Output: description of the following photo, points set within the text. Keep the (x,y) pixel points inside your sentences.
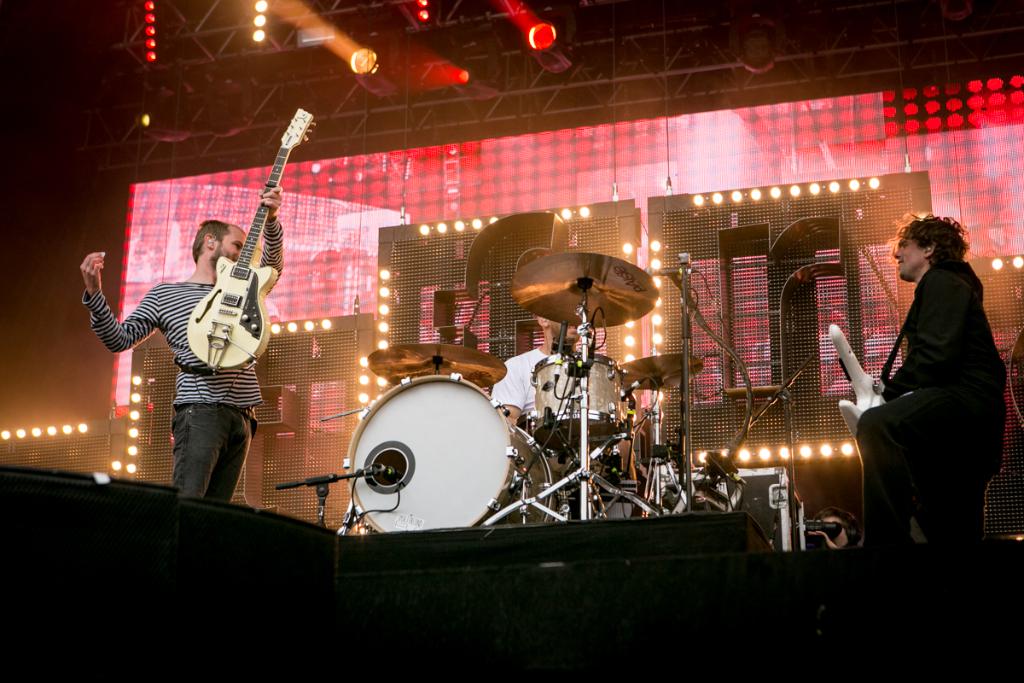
There are musicians (895,428) performing at the stage (266,418) in this image. The man (202,363) at the left side (201,376) is holding a guitar (240,292) in his hand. In the center (515,370) man (510,403) is sitting in front of drums (545,446). Man (945,342) wearing a black dress (929,398) is holding a musical instrument (864,387) in his hand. In the background (566,190) there is a stage (536,214) red in colour, where are spotlights (539,39).
